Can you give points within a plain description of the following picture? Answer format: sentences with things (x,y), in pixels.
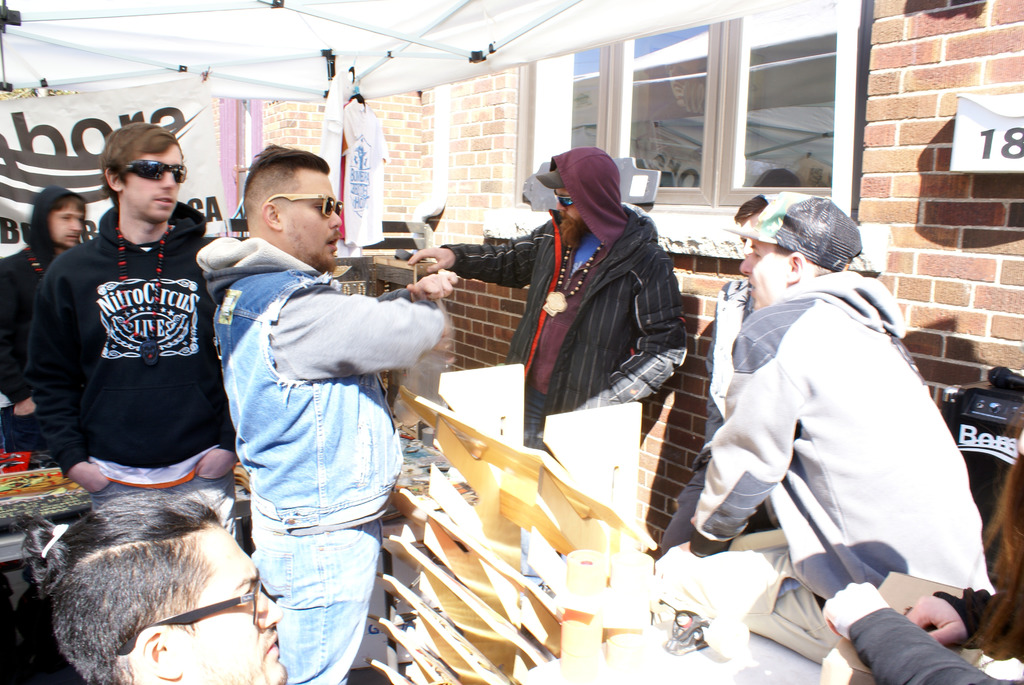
In this picture we can observe some men (365,309). Most of them are wearing spectacles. There is a white color tent (280,55) above them. We can observe windows (738,165) and a wall (481,157). In the background (358,222) there is a white color T shirt (379,139) hanging.
